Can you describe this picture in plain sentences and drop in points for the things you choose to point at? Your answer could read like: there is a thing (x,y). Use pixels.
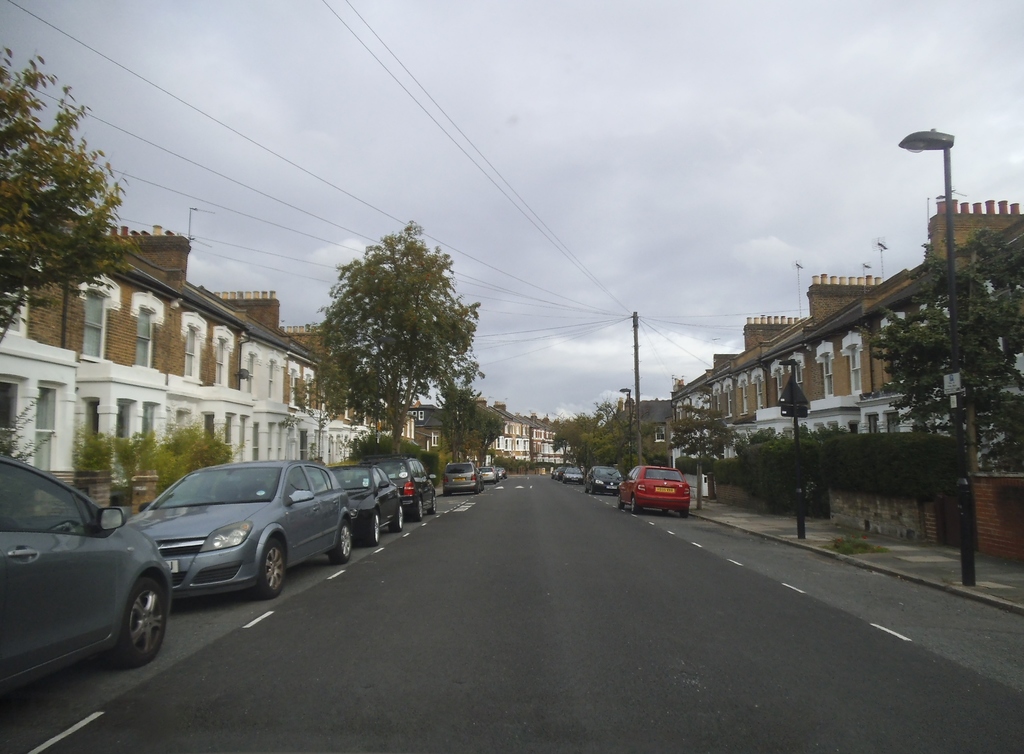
In this picture we can see road (554,494). Here we can see many cars (328,528) which is parked in the parking (226,607). On the right (724,406) and left side (16,355) we can see buildings (776,411). Here we can see plants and trees (622,455). On the background (639,322) we can pole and some wires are connected to it. On the top (718,33) we can see sky (724,13) and clouds (691,66).
